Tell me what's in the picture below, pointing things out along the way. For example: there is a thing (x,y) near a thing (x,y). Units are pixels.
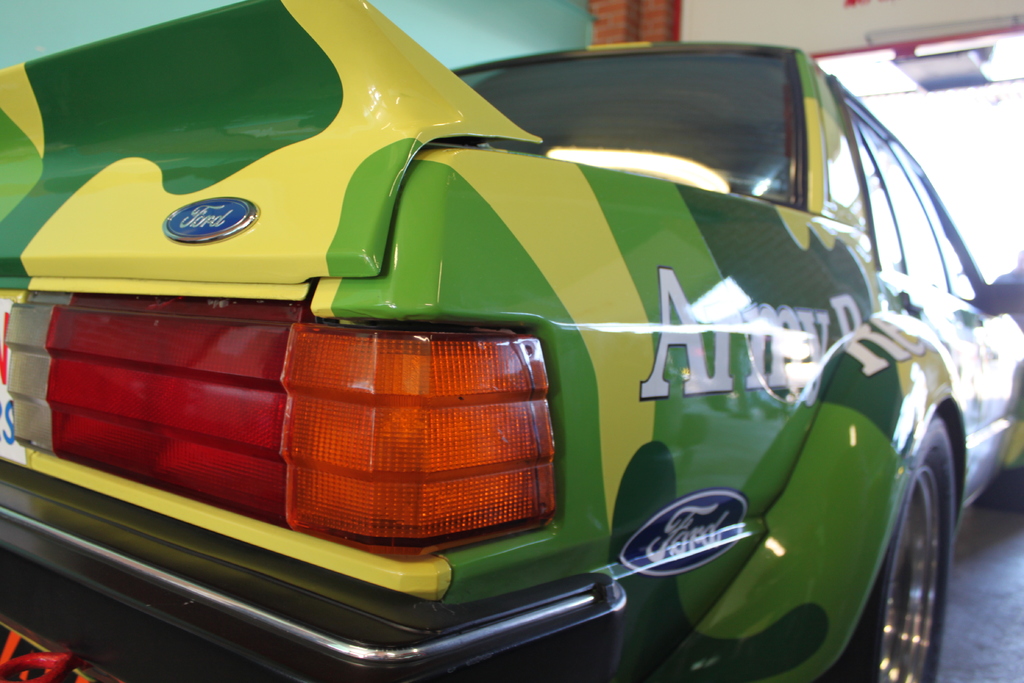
In this image we can see a vehicle (638,460) with logo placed on the surface (959,544). In the background (765,22), we can see the wall (719,25).
